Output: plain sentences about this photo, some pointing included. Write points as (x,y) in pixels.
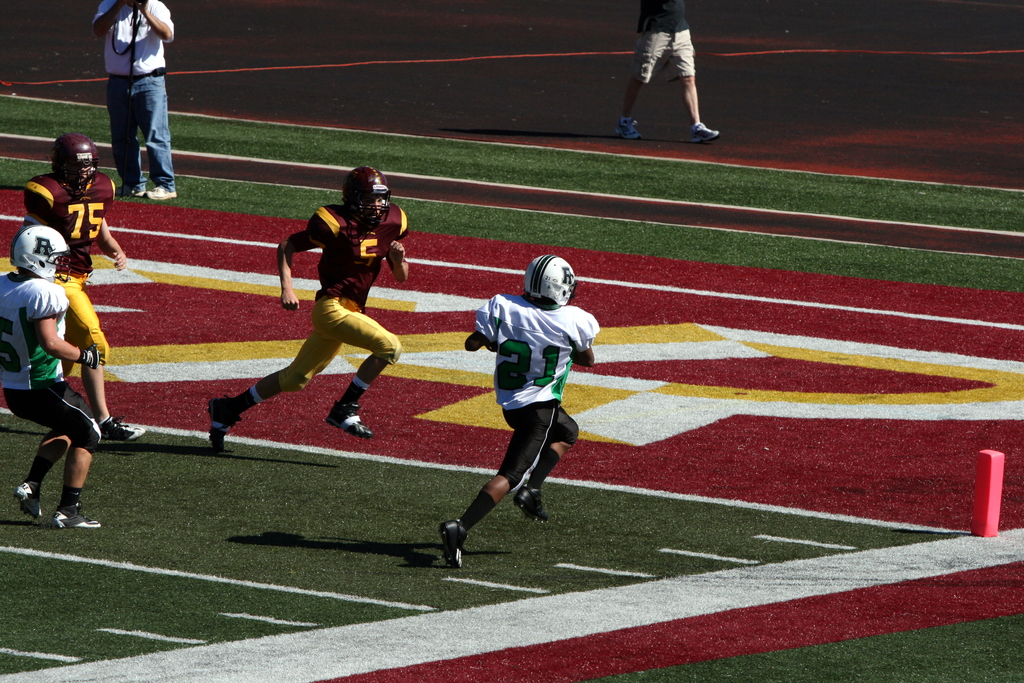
This image is taken outdoors. At the bottom of the image (290,603) there is a ground (565,645) with grass (630,569) on it. In the background (654,60) a man (667,62) is walking on the ground (570,88) and a man (144,80) is standing on the ground (150,184). He is holding a camera (141,9) in his hands (120,6) and clicking pictures. On the left side of the image (63,322) two men (63,359) are running on the ground (183,266). In the middle of the image (347,342) two men (377,332) are running on the ground (443,372).
